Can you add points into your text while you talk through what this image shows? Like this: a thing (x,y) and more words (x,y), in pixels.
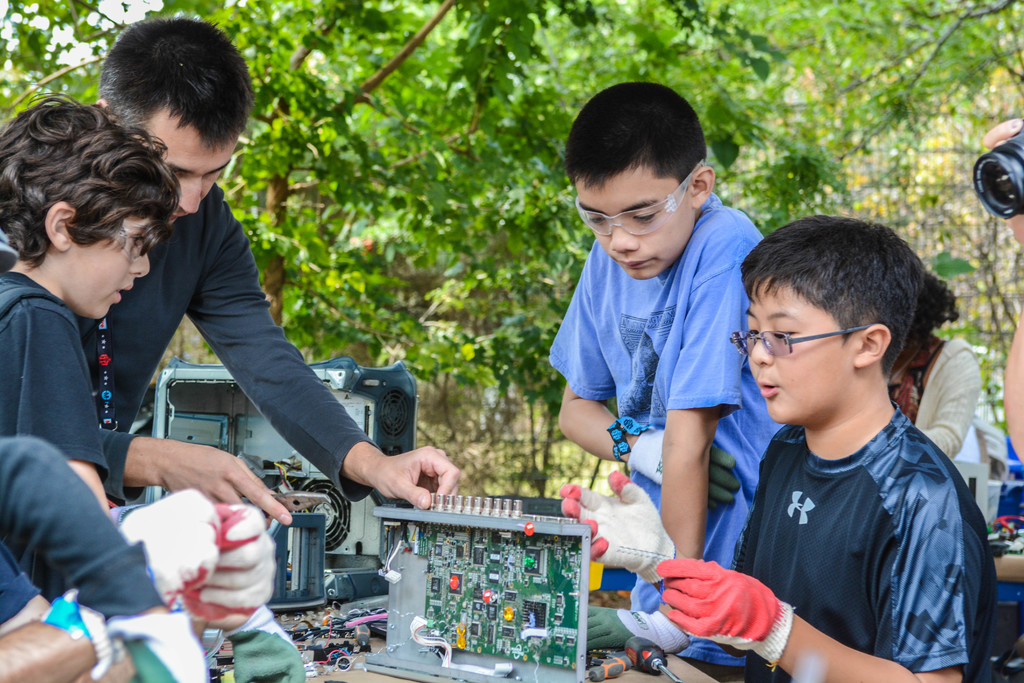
In this image, there are people (690,435) and some are wearing glasses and gloves (229,517) and one of them is holding a camera (986,185) and we can see an electrical equipment (406,538) and some objects (330,650). In the background (653,67), there are trees (716,102) and we can see a mesh (940,169).
